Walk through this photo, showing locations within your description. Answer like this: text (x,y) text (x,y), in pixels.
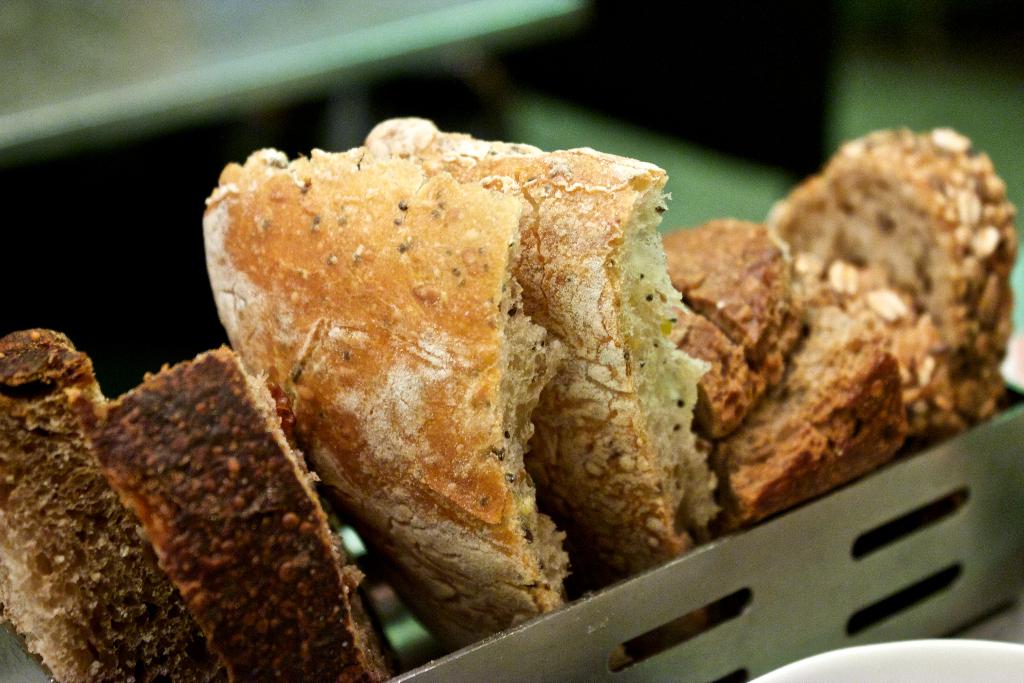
In the picture we can see some eatable item (860,441) placed in the small steel box (819,574) and behind it, we can see a table (151,100) which is not clearly visible.
